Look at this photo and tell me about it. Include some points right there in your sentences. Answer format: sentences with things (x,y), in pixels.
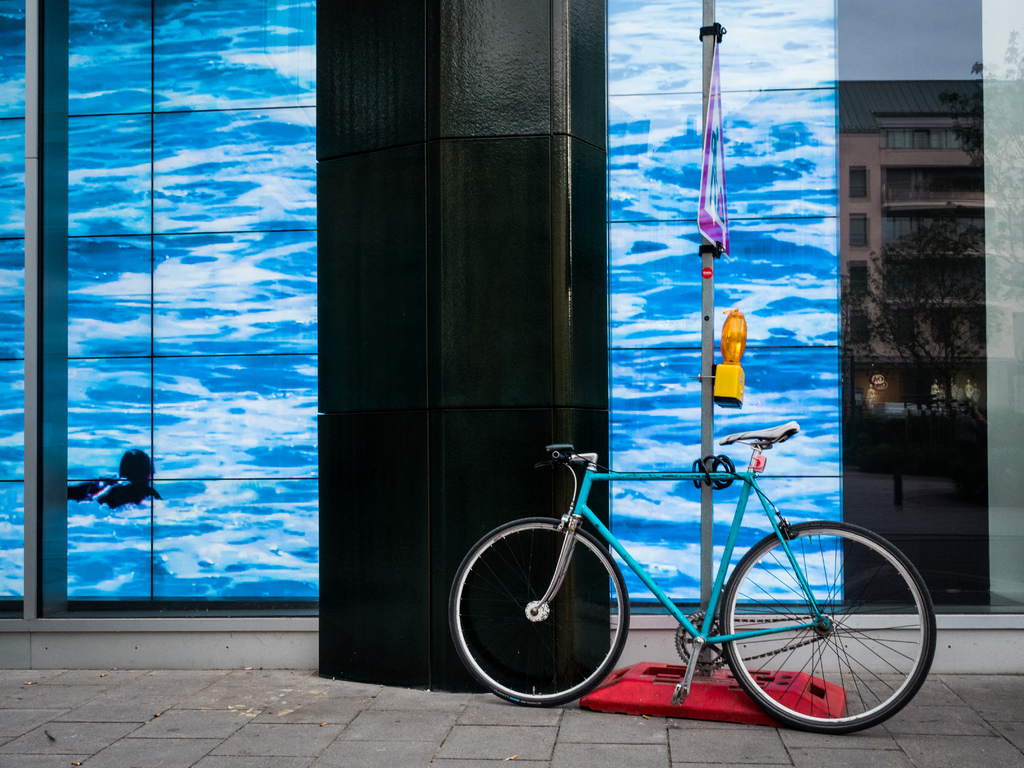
In this image we can see a bicycle (817,526) parked aside. We can also see the flag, a pole (708,339), screen (655,236), a building (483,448) with windows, some trees (926,286) and the sky (885,37).
